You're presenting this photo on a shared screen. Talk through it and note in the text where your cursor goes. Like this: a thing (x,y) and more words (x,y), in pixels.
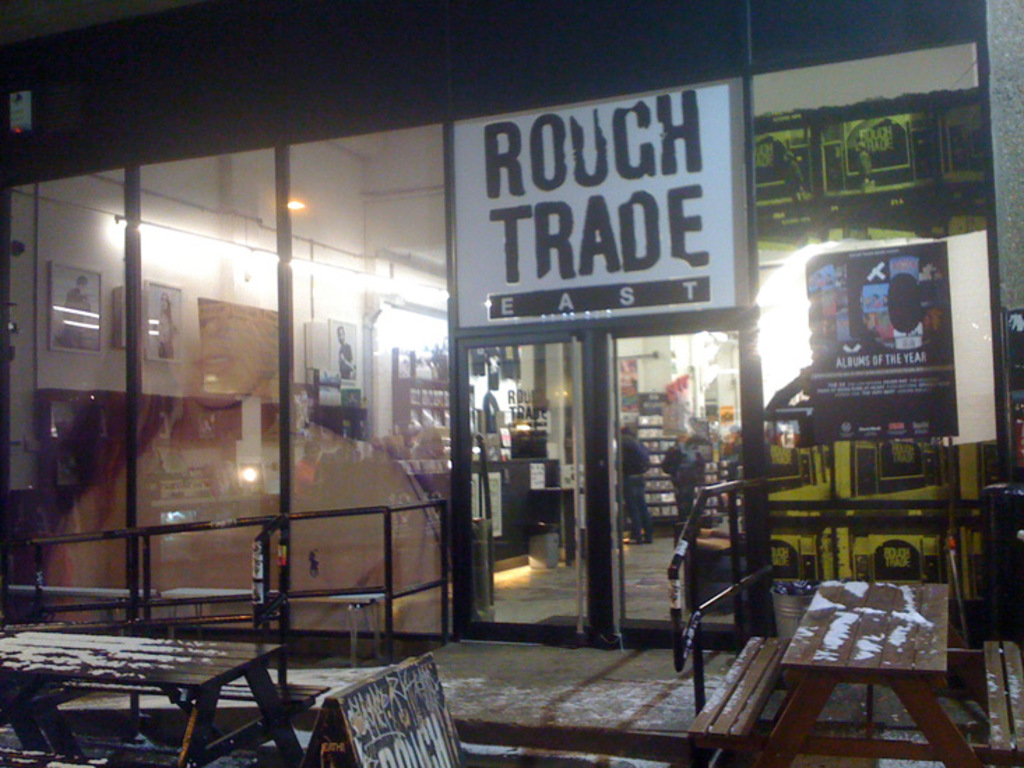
In this image in the center (352,455) there is a building (1007,189) and glass doors (487,517), through the doors (501,515) i can see some objects (522,478) and some photo frames (157,337), wall (352,304), light (427,294) and some other objects (941,559). At the bottom (849,642) there are benches (784,671) and some poles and railing (203,610). In the center (579,296) there is one board (490,166), on the board (482,221) there is text (613,239).
